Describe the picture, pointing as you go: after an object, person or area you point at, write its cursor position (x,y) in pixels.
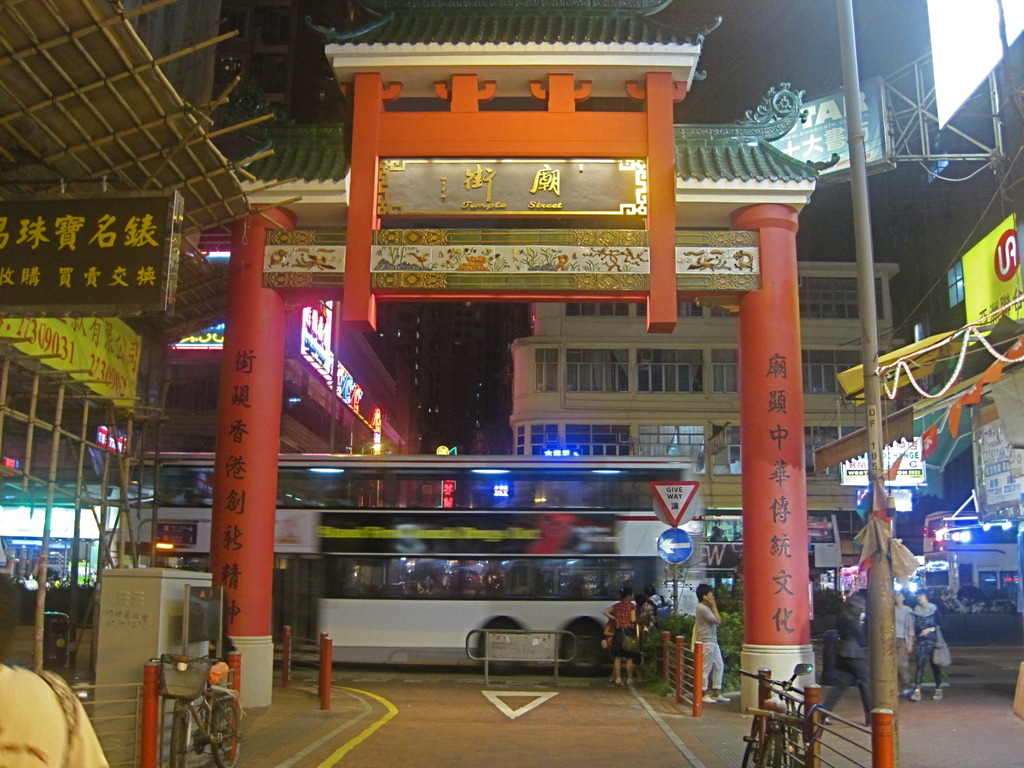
In this picture there is a double bus (608,561) on the road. beside that we can see the group of person (624,608) standing near to the fencing (687,641), sign board (677,492) and plant (681,625). At the bottom (777,746) we can see two bicycle (200,748) near to the fencing (848,763). In the background (813,375) we can see the buildings (664,403), light (374,440), poles (675,607) and window (602,425). On the left (127,248) we can see the banners (123,199) and posters (126,210). At the top right (789,50) we can see the darkness (755,47).
